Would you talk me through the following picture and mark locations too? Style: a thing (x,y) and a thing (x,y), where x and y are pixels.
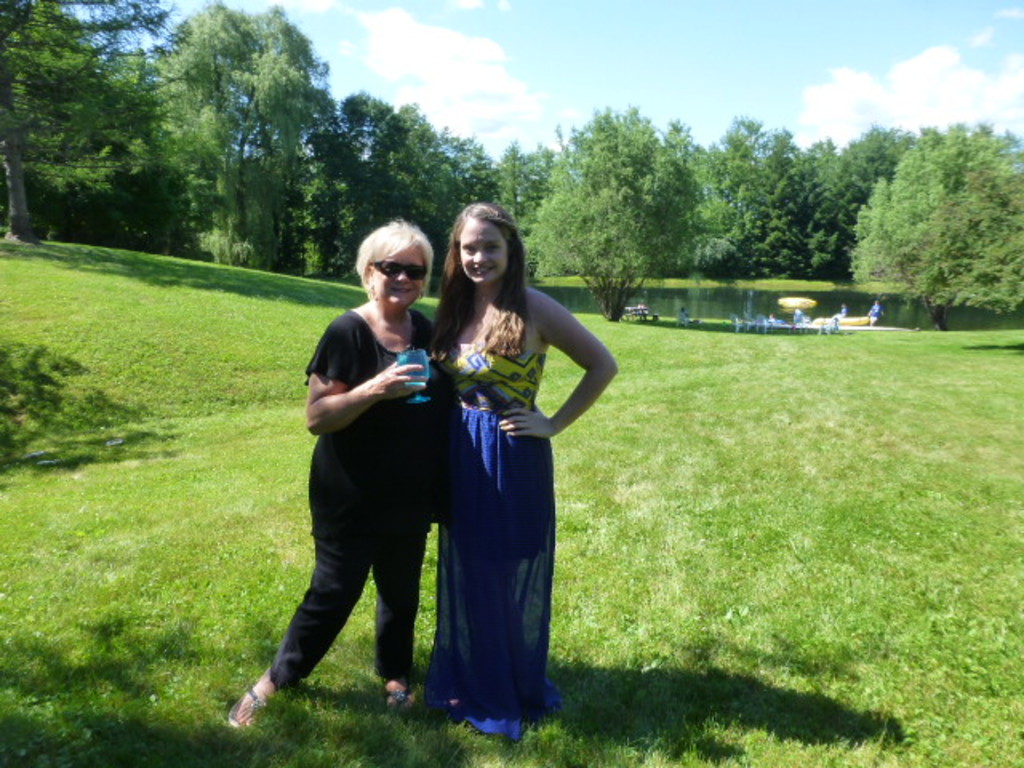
In this picture we can see few people (576,400), two women (464,497) are standing on the grass (665,468), in the background (757,316) we can see few chairs (771,327), trees (766,261) and water (814,315).
